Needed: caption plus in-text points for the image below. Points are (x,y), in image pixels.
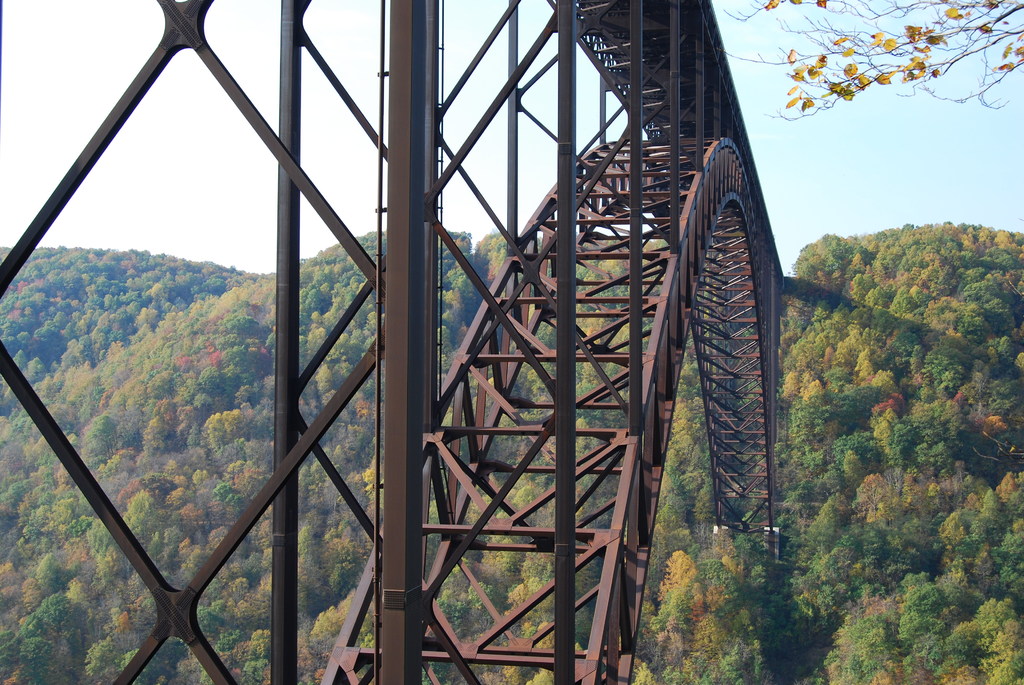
In this image I see the iron rods (636,39) over here and I see number of trees (1000,632) and I see leaves (1011,64) on the stems (992,26) and I see the clear sky (555,147).
